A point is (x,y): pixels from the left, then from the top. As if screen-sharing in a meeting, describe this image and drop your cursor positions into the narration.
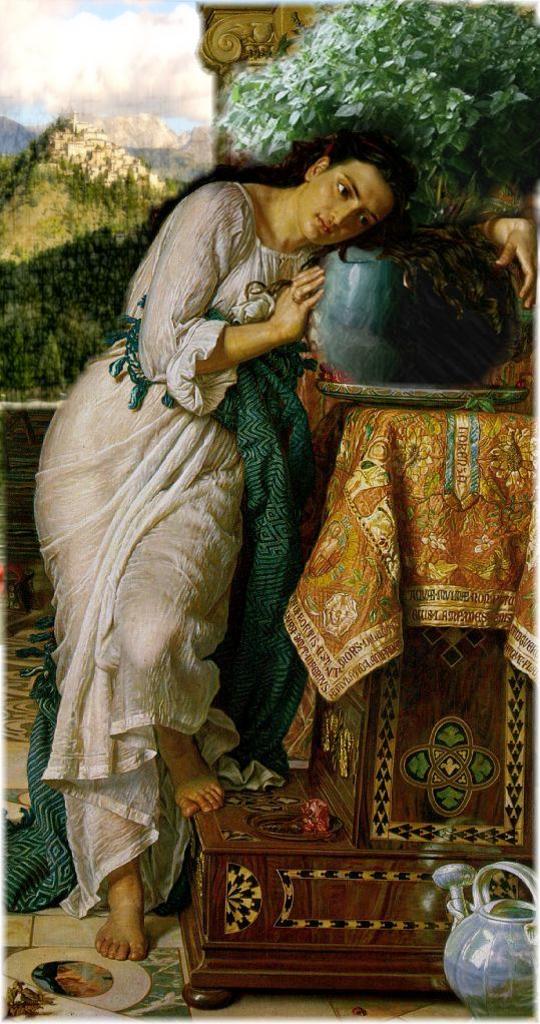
In this image we can see a painting (260,541) of a girl (298,326) holding a flower pot (398,263), which is placed on a table (397,743) covered with a cloth (420,553), at bottom right (489,997) corner of a picture we can see a pot (501,928), and behind the girl (56,768) we can see some mountains (187,157) trees (104,249), and clouded sky (156,55).
